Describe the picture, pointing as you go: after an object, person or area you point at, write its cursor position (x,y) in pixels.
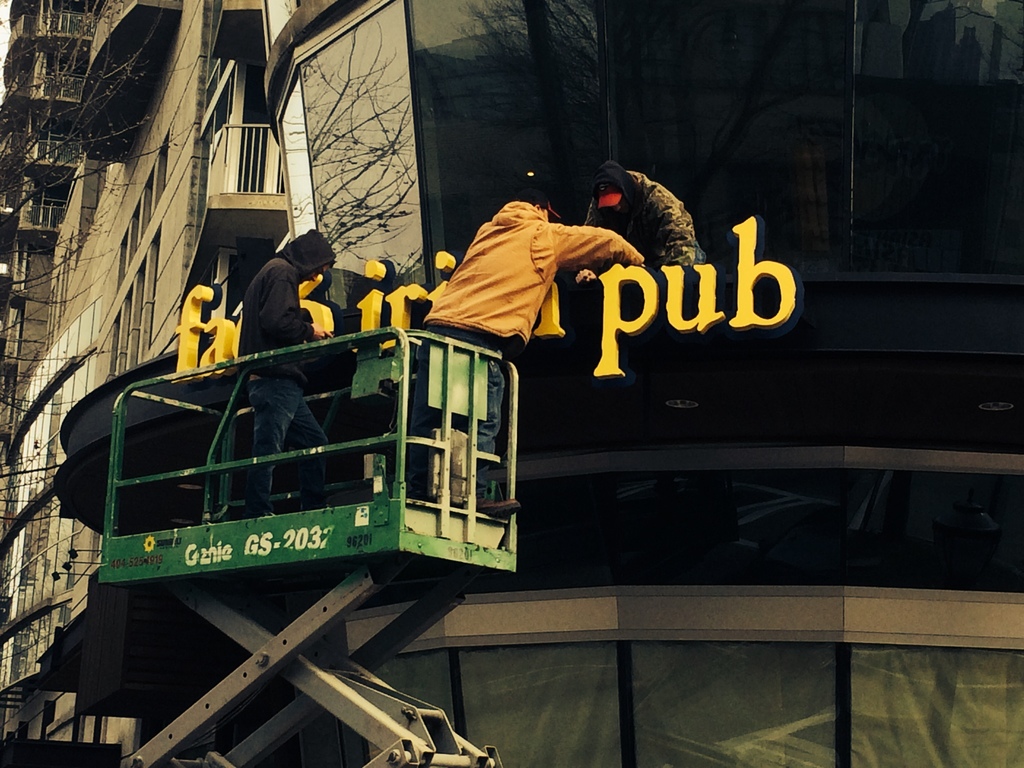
In this image in the center (596,489) there is one building (697,507) and in the foreground (311,562) there is one box (221,525), in that box (255,361) there are two persons (300,380) who are standing and there is one text (319,316). On the left side (124,183) there is a tree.
